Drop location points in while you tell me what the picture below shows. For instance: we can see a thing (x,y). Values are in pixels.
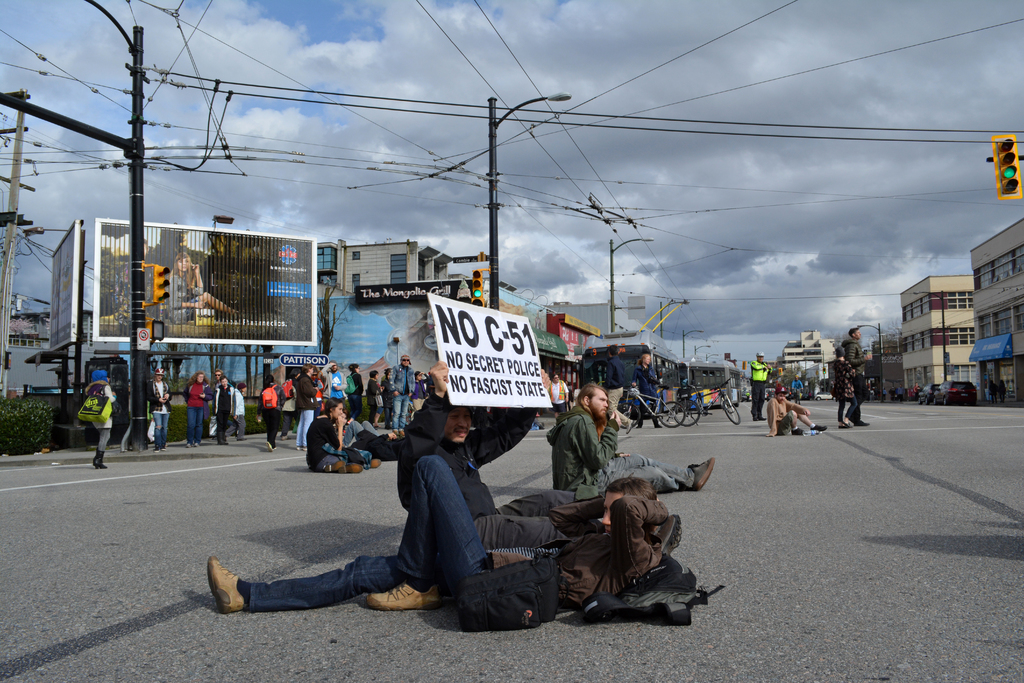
In this image we can see a group of persons (416,423) and among them a person (425,405) in the foreground (450,410) is holding a placard (481,373) with some text (467,380) on it. Behind the persons (283,397) we can see buildings (366,262), vehicles (696,386), electric poles (134,304) with wires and advertisement boards (186,307) with images (260,304). On the right side (930,312), we can see buildings (923,352), vehicles (731,373) and a traffic light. On the left side (12,436), we can see few plants (32,420). At the top (414,80) we can see the sky (391,69).
